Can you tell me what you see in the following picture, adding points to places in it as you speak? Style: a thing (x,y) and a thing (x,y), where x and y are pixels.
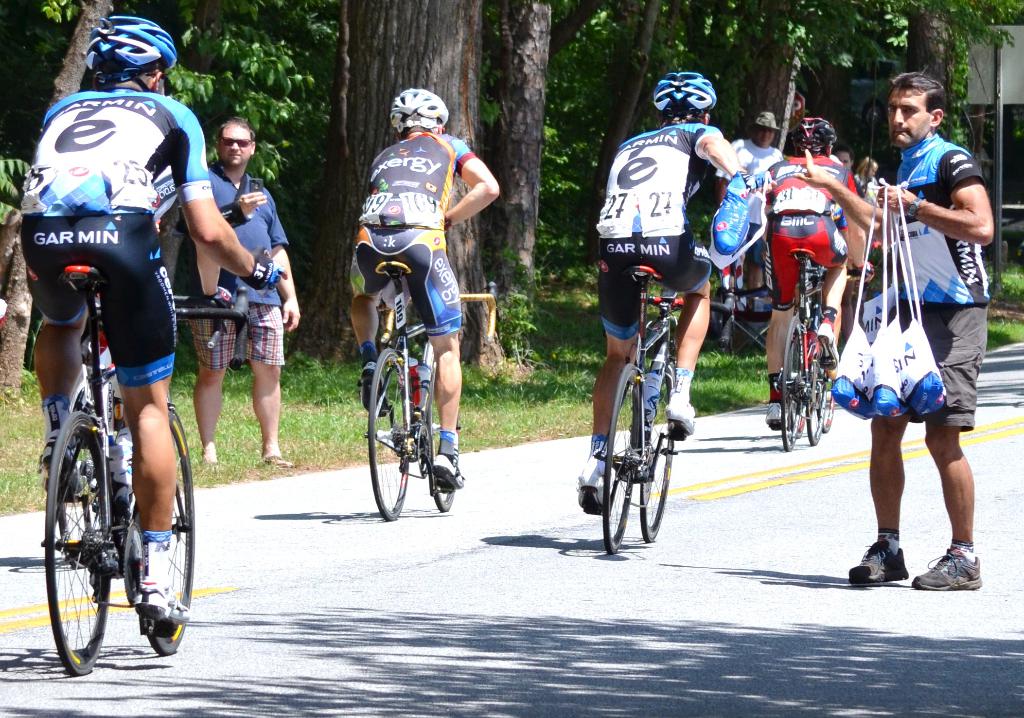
This picture is taken on the road side (975,596), There are some bicycles (371,442) and there some people (670,277) riding their bicycles (673,314), In the right side (949,486) there is a man (957,382) standing and holding a white color bag (911,354), In the background (3,169) there are some trees (526,81) in green color.
